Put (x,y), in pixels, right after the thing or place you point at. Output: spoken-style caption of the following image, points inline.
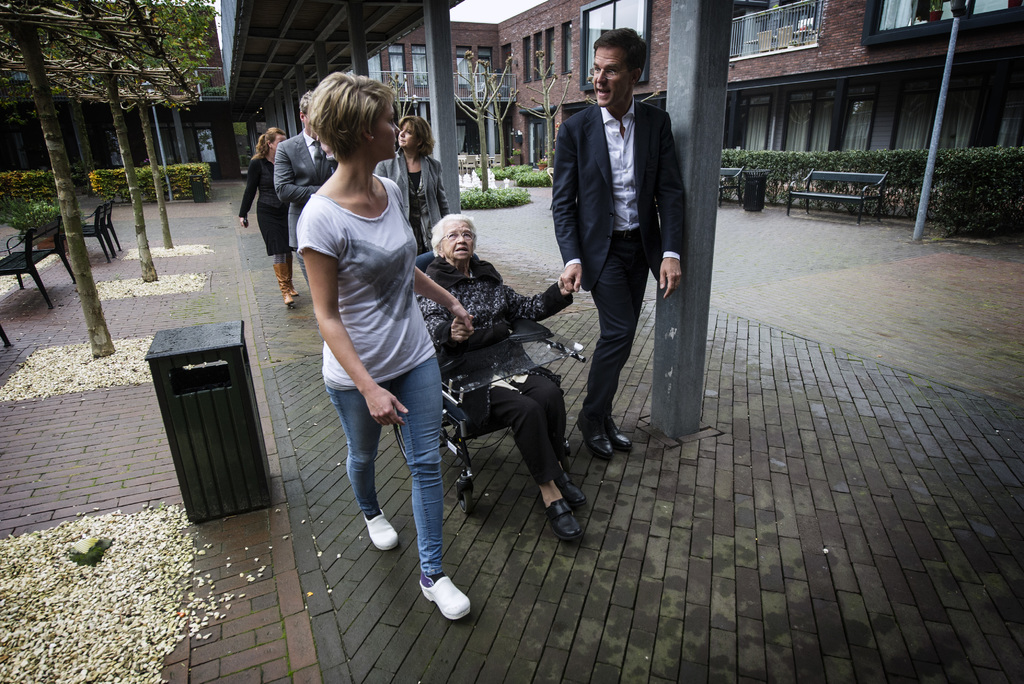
In this picture I can see a man (629,43) and a woman (342,140) in front (622,291) who are holding the hands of a woman (463,294), who is sitting on a wheel chair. Behind them I can see 2 more women (264,192) and another man (327,171). On the left side of this picture (106,237) I can see the chairs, a bin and few trees (145,241). On the right side of this picture (731,193) I can see few more trees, benches (795,197) and the plants (801,171). In the background (42,170) I can see a building (522,65) and bushes (4,220). I see that these people (483,262) are on the path (714,548).
